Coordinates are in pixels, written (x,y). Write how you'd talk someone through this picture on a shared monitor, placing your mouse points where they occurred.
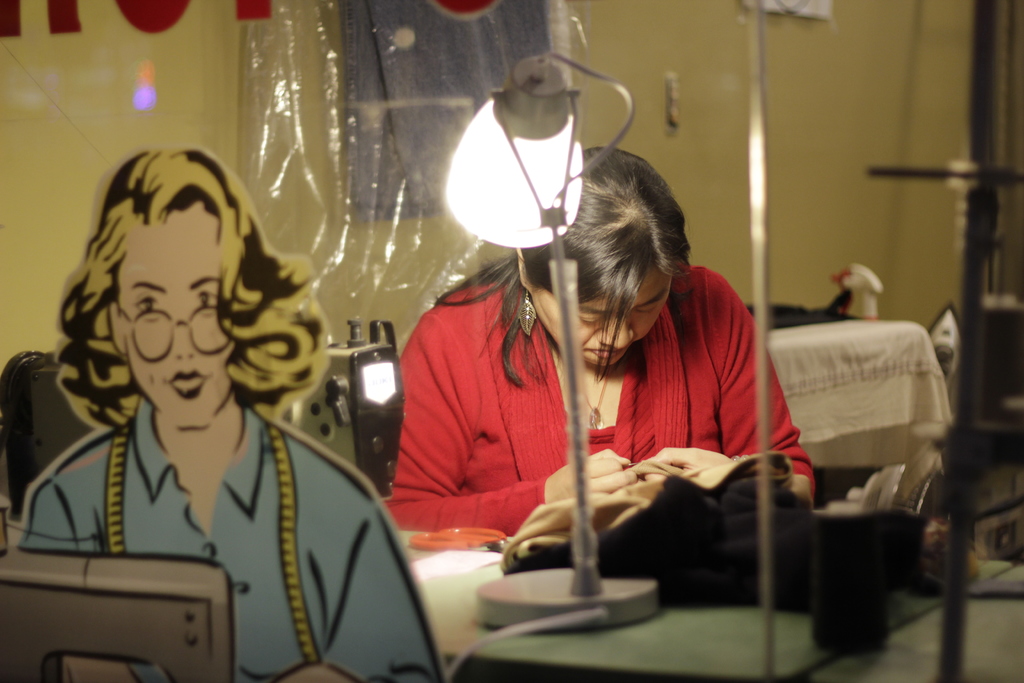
In this picture I can observe a woman (544,291) in the middle of the picture (517,360). She is wearing red color dress (530,462). In front of her I can observe a lamp (519,188) on the table (711,672). In the background (720,122) I can observe wall (652,77).
